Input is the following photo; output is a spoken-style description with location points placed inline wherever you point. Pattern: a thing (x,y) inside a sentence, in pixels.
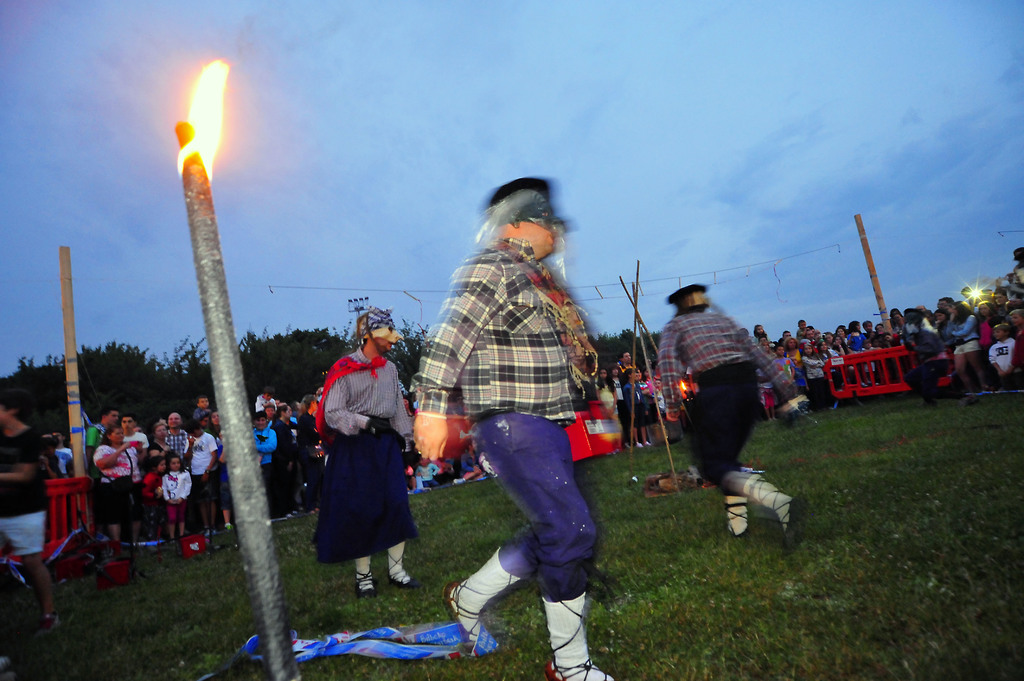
In this picture we can see group of people (552,539), they are standing on the grass (689,563), in the background (627,164) we can see few barricades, trees (93,357) and clouds (634,185), on the left side of the image (197,91) we can see fire (213,103).
